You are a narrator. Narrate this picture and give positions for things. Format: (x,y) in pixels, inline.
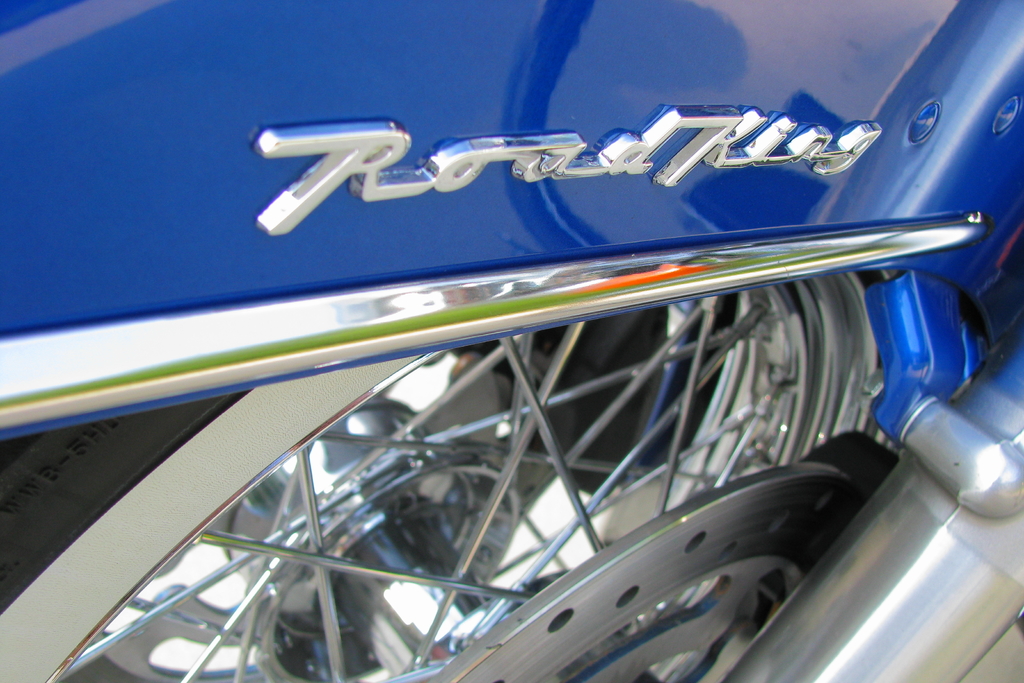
In this image there is a zooming picture of a bike tire (426,446).
